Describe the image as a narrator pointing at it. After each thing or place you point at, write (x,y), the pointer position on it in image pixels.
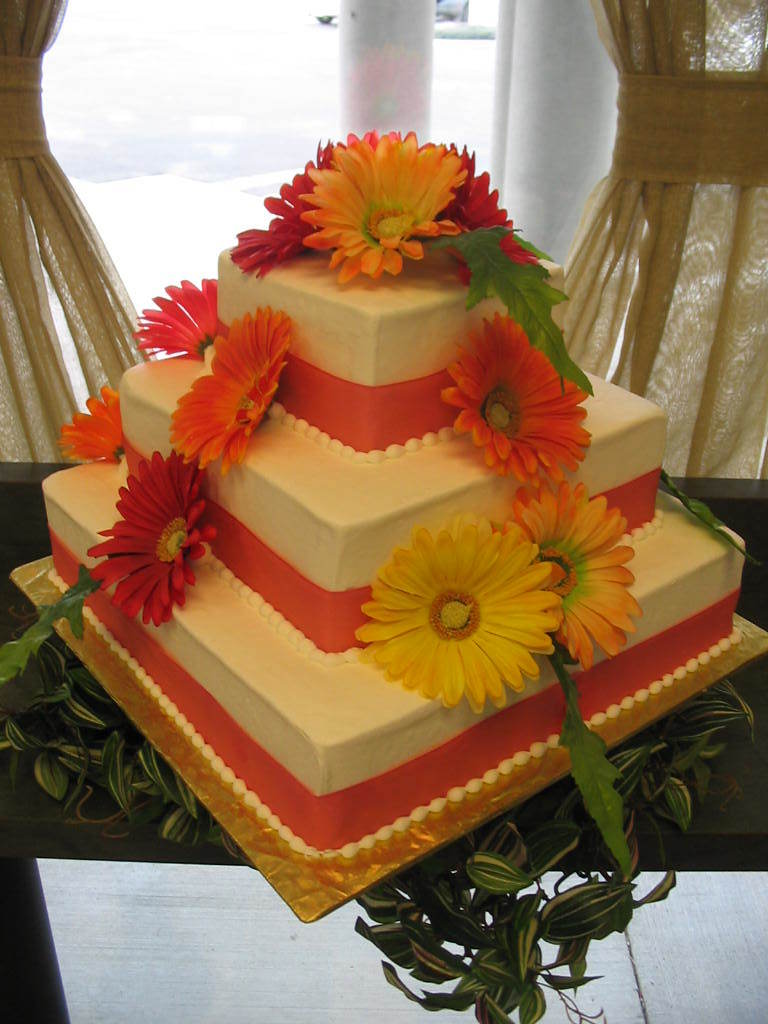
In this image there is a table (23,855) towards the bottom of the image (64,811), there are objects (638,788) on the table (90,848), there is a cake (380,508), there are flowers (553,565) on the cake (393,410), there are curtains (623,185), there are pillars (421,64) towards the top of the image (570,176), there is an object (444,10) towards the top of the image (465,13), there is an object (465,11) towards the top of the image (161,148) that looks like ice (165,158).
